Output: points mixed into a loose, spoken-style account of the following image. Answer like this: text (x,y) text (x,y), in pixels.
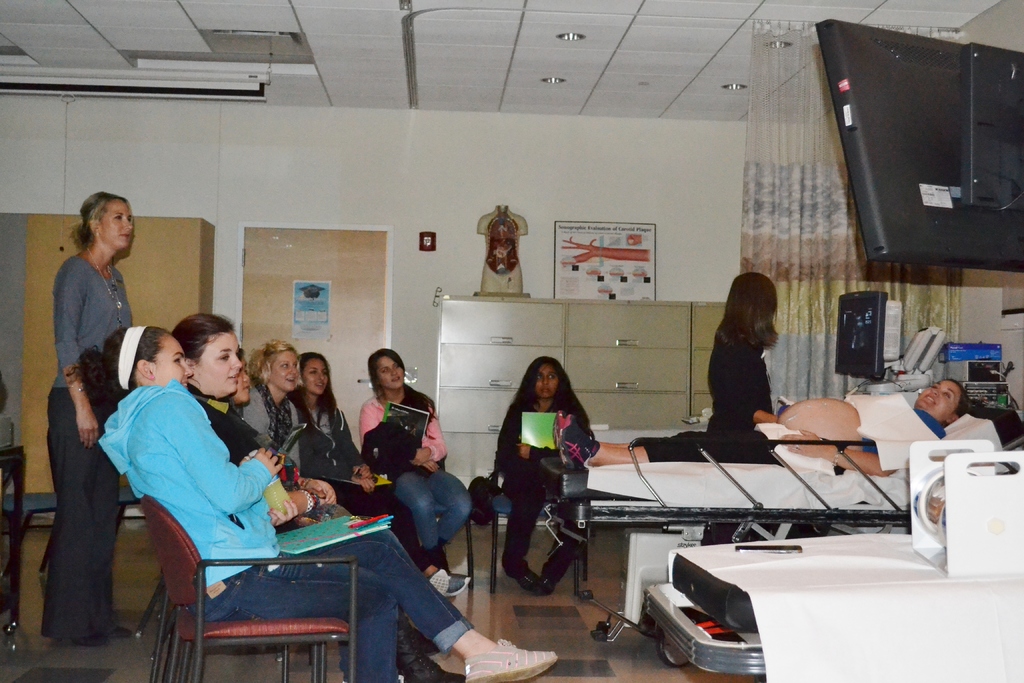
In this image there are group of lady persons (362,492) sitting and two lady persons (77,411) standing and a lady person (959,393) lying on a bed (662,479). At the top right of the image (940,166) there is a screen (929,189).
